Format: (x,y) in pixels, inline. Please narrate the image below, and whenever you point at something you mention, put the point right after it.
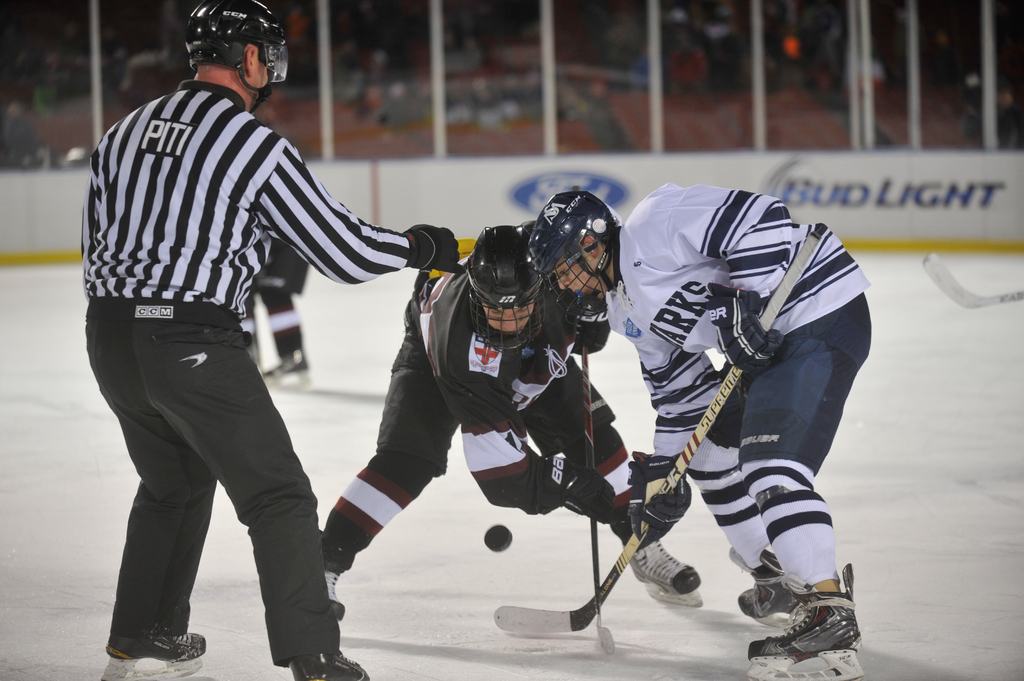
In this image, I can see two people (519,421) holding the hockey bats (588,450) and playing the ice hockey game. This is a person (250,390) standing. In the background (380,192), these look like the hoardings (342,166). On the right side of the image (934,263), I can see another hockey bat (950,287).
